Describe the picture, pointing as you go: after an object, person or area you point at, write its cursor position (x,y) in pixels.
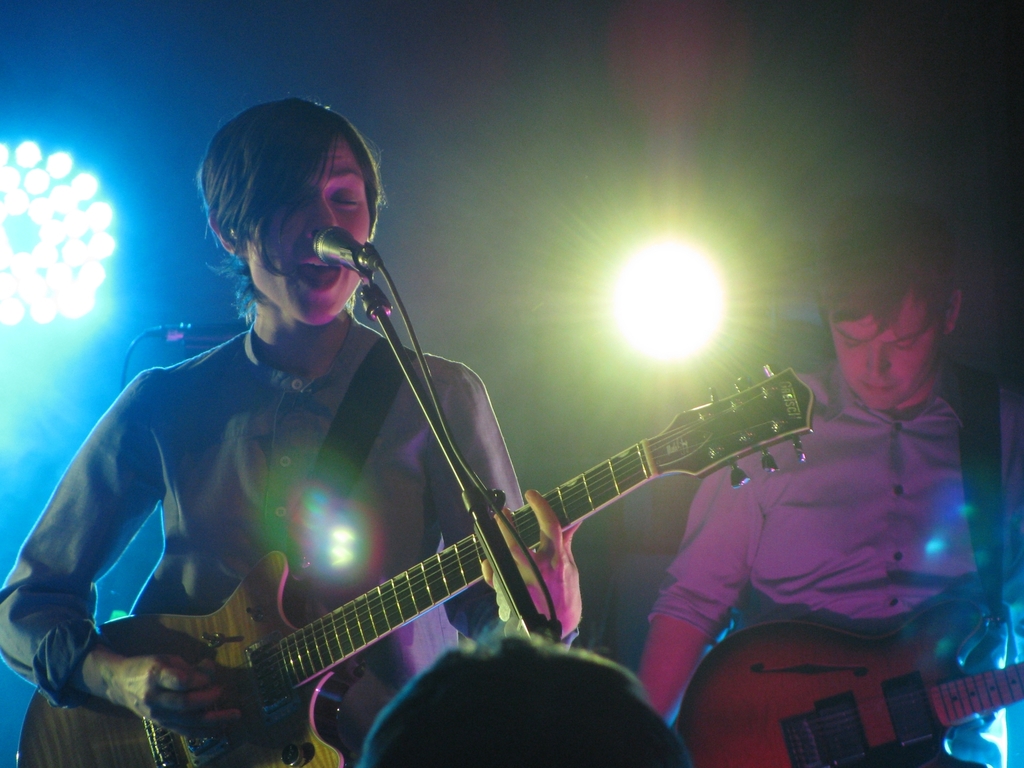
In this picture a woman (334,168) is singing and playing guitar (513,548) in front of microphone (346,247), and a man (896,560) is playing guitar (817,702), in the background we can find couple of lights (46,312).
